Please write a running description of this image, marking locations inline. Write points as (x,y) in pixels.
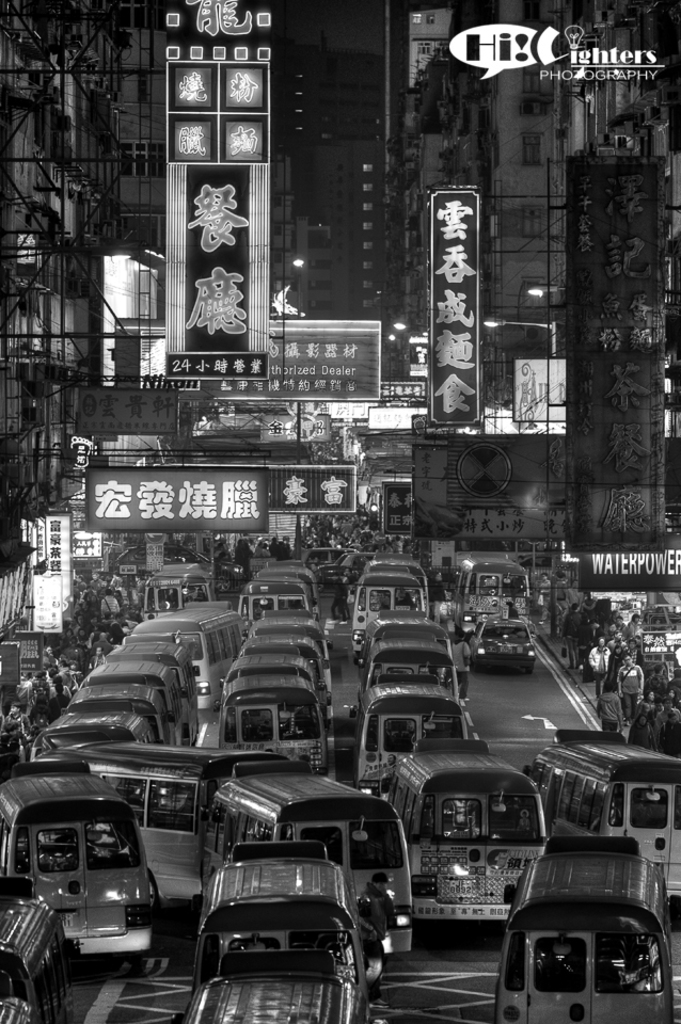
In this image we can see black and white picture of a group of cars (438,701) parked on the road (470,673). In the background (570,621), we can see a group of people (619,656) standing on the ground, buildings (17,222) with sign boards (587,412) and text (473,322), a group of lights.
